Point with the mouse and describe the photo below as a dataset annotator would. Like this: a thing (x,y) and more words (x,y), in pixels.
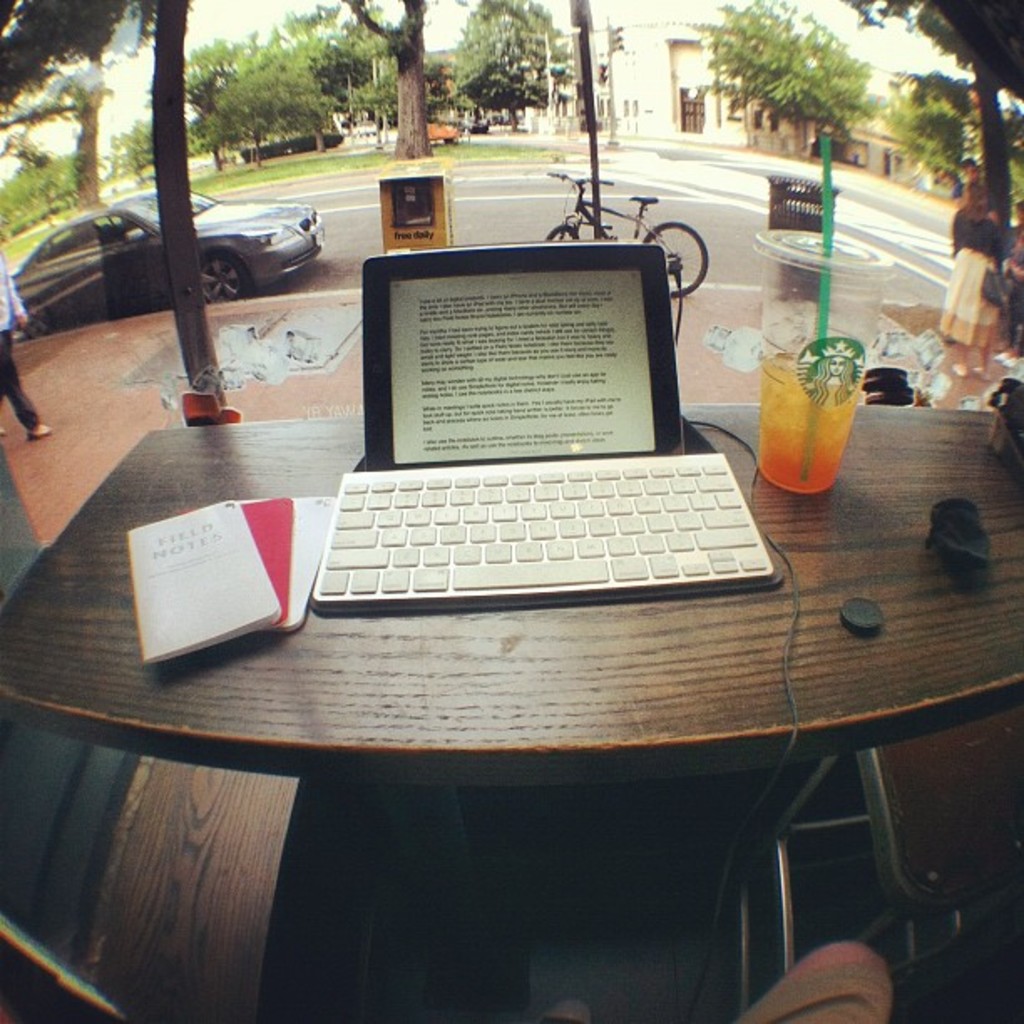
In this image at the left side (205,247) there is a car (205,247) and a person (10,346) walking. In the background (343,103) there are some trees (368,74), building (647,67). In the center (557,385) there is a bicycle (633,199) and a laptop (553,400). On the table (631,609) there is a glass (827,366), books (246,571). At the right side (976,228) three persons (990,242) are standing, there are some trees (825,93) at the right side (801,194) there is a bin (818,198).
